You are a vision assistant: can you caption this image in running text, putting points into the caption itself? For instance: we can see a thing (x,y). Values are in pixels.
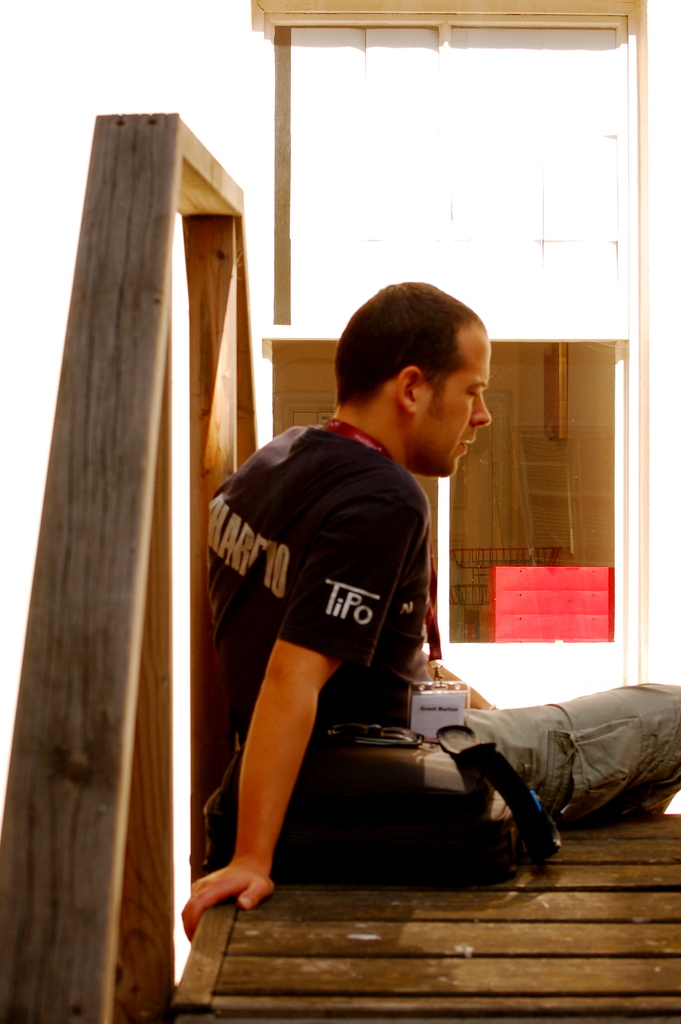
In this image there is a person (375,654) sitting on the bench (558,849) and there is a bag (372,744) along with the person (381,685). In the background (549,600) there is an object (560,589) which is red in colour and there is a wall (652,574).
